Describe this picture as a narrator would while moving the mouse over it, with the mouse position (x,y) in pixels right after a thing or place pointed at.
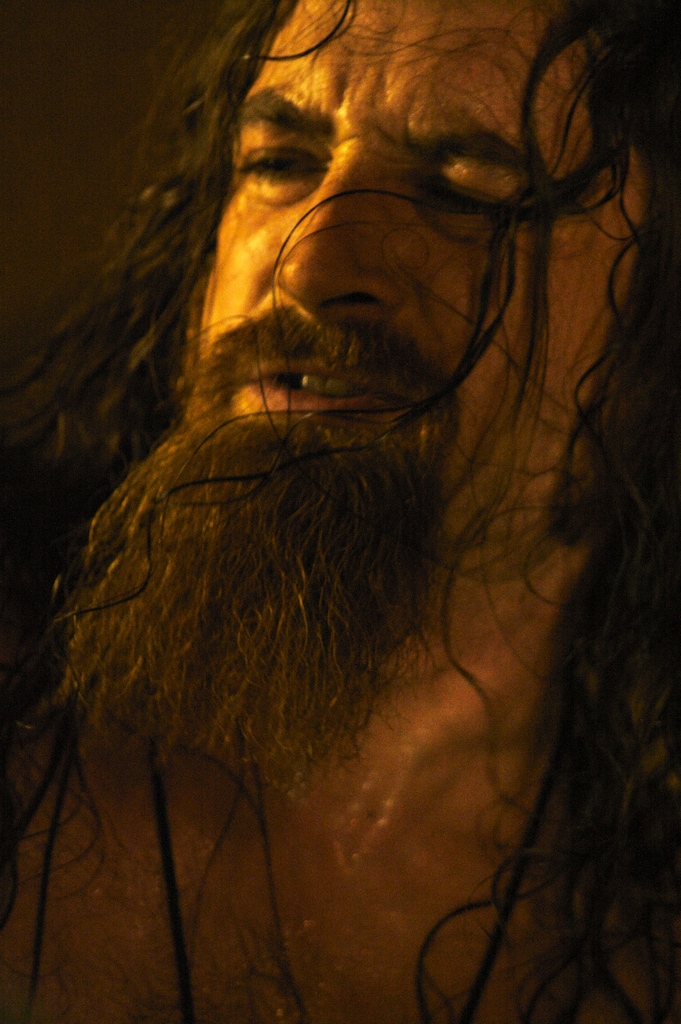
In this picture we can observe a person (266,237). We can observe long hair (164,228) and a beard (153,553).
